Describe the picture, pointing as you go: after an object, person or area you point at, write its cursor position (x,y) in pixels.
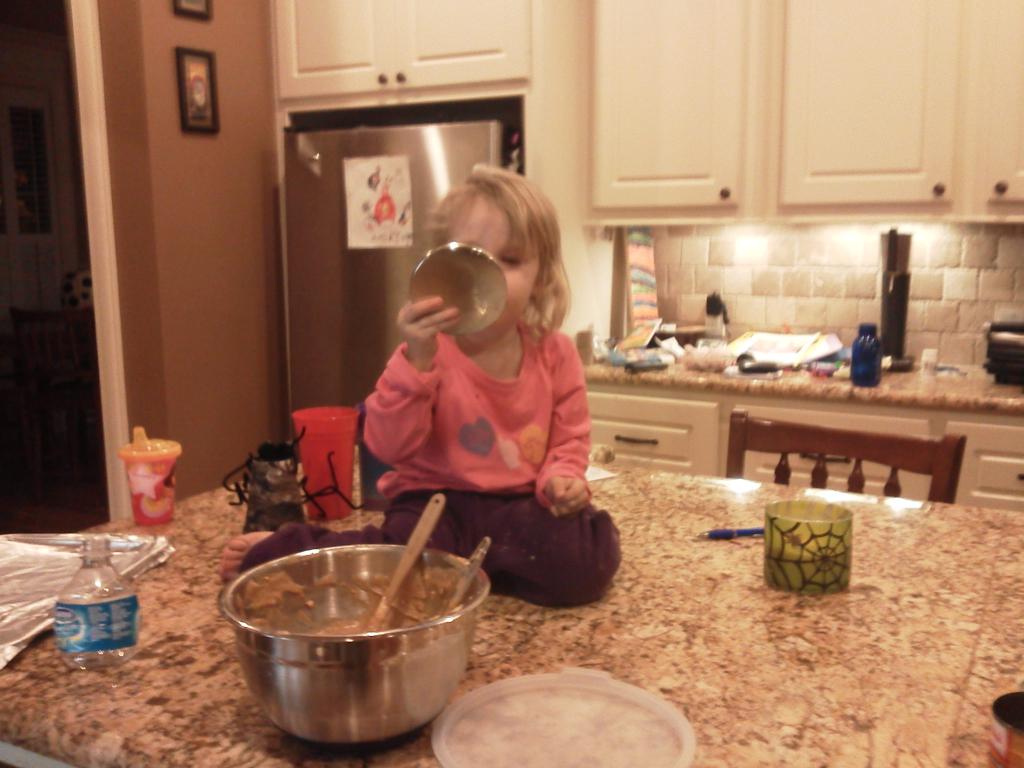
This picture shows a girl (526,474) seated on the table (644,525) and we see few cups (131,482) and a bowl (363,628) with couple of spoons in it and we see a bottle (61,612) on the table (911,518) and we see a refrigerator (312,365) and a cupboard (706,50) and couple photo frames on the wall (213,159) and we see few bottles (859,380) on the countertop (989,400) and we see a chair (949,480).
